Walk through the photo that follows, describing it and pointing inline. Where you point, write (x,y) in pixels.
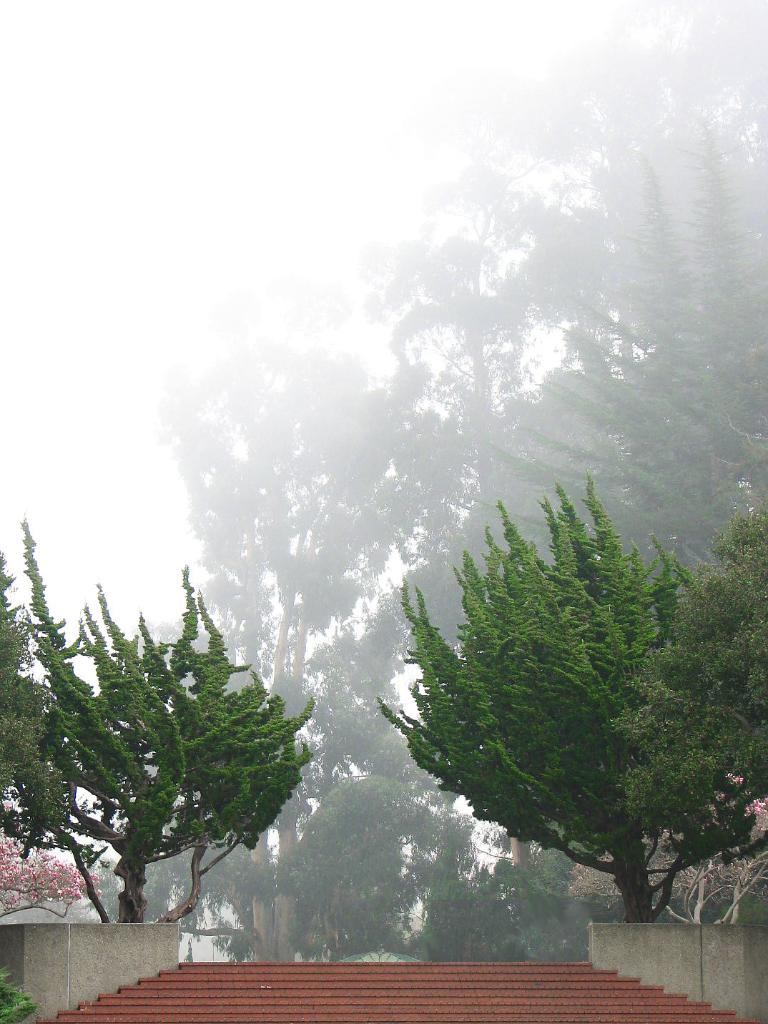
In this image I can see many trees (374,763) and the brown color stairs (350,996). I can see the pink color flowers (58,893) to the trees (624,844). In the background (200,357) I can see the sky (173,301).
